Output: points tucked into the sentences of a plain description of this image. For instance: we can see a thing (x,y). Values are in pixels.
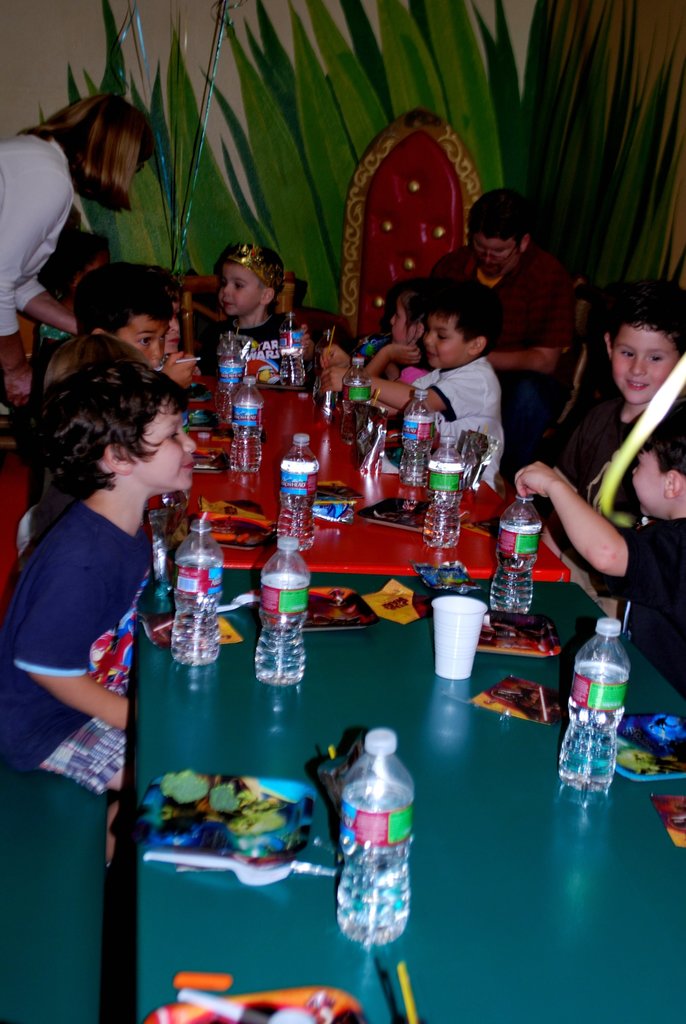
Some children (68,518) gathered at a table (665,942) having snacks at a birthday party.
